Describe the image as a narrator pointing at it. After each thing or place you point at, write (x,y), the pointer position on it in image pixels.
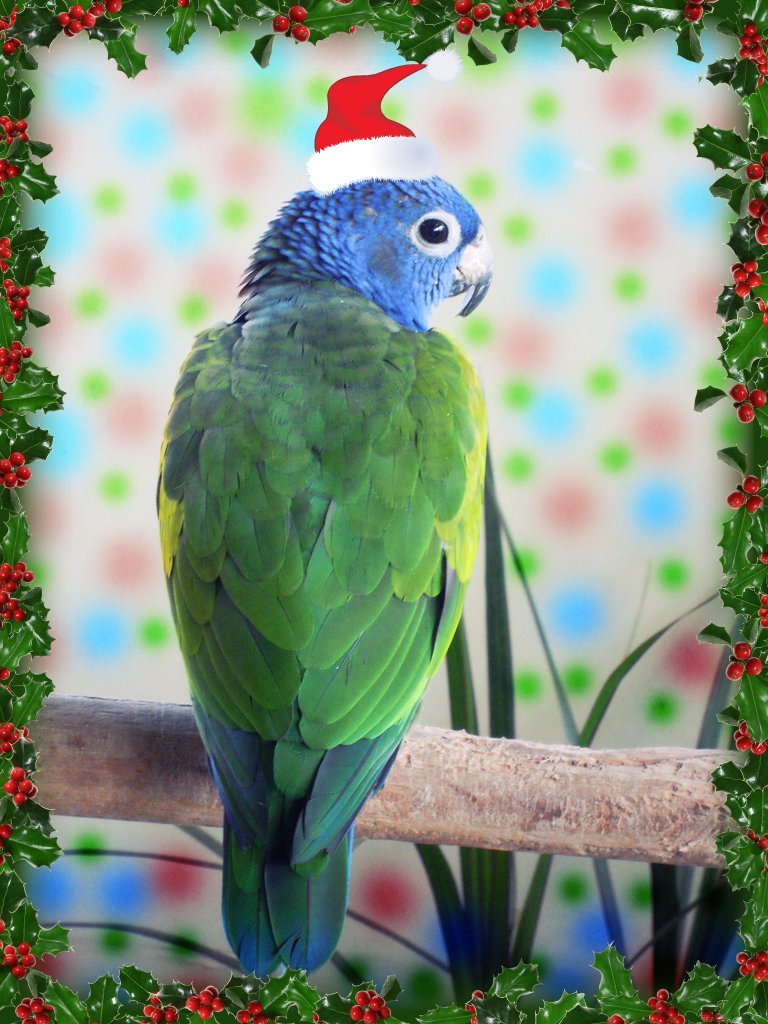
This is an edited image. In this image there is a parrot (281,658) and there is a Christmas hat (381,154) on the head (366,198) of a parrot (336,476), around the image there are leaves (717,75) and berries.
